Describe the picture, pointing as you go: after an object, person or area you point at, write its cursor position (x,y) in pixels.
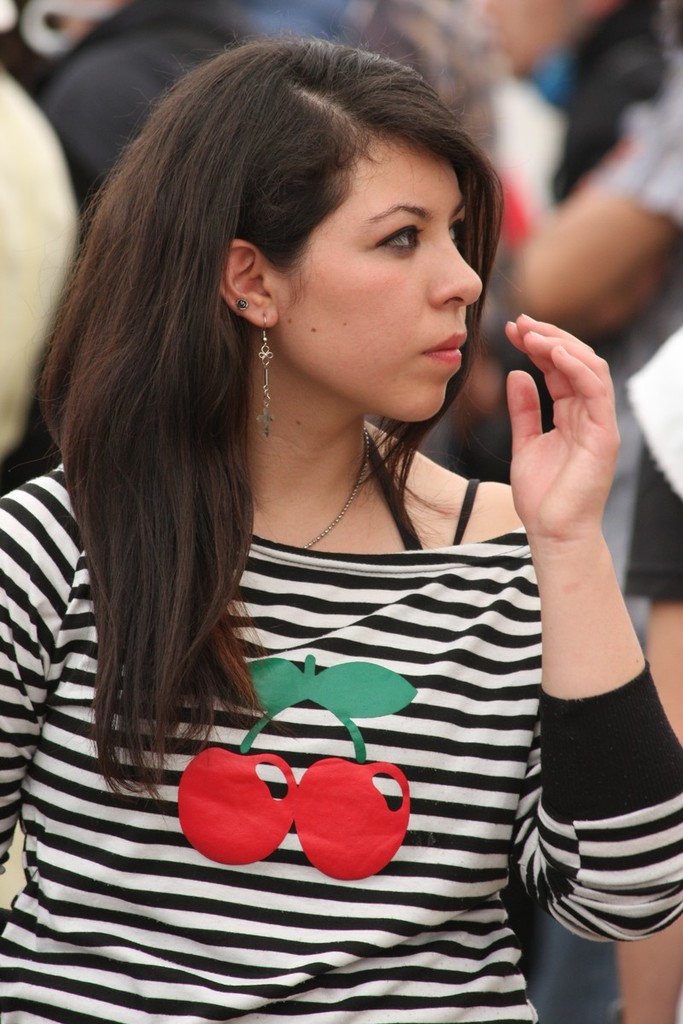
Here in this picture we can see a woman (433,329) standing over a place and we can see she is wearing a black and white colored t shirt (488,705) and in the middle of it we can see some fruits (281,810) present and behind her we can see everything in blurry manner.
